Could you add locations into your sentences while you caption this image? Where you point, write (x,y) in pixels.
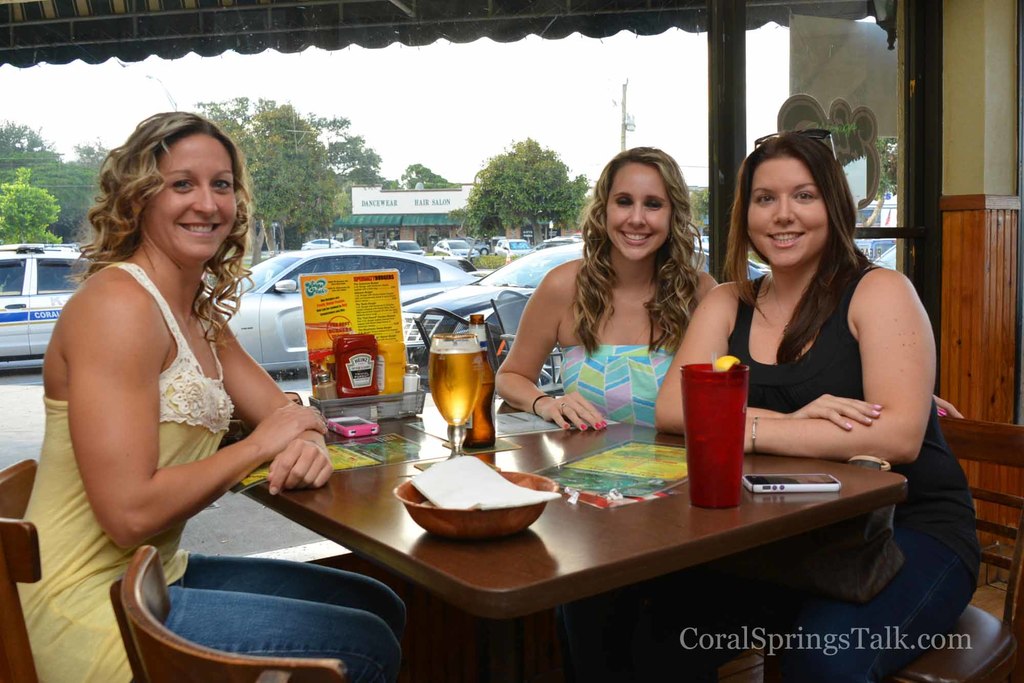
People (694,269) are sitting on the chair (1004,622) and on the table (611,540) we have glass (720,430), phone (786,483), bowl (493,527), paper (606,464), in the back (450,301) we have trees (537,201), car (408,264).
